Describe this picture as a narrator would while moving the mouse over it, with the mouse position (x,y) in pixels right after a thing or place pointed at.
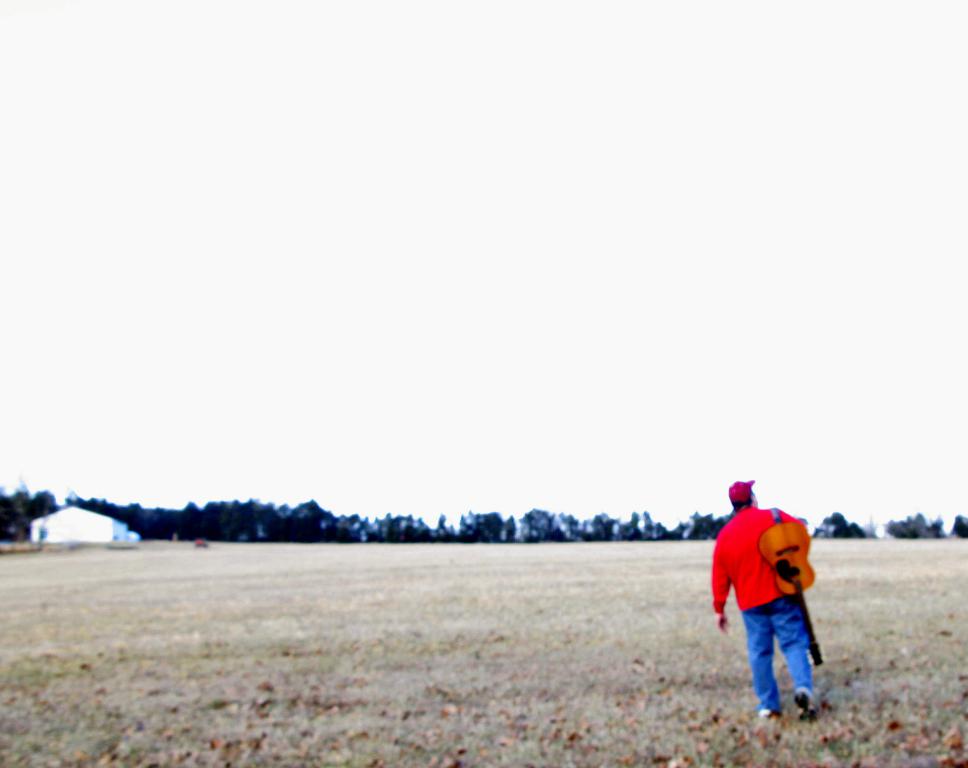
In this image we can see person (754,548) walking on the ground (796,730) holding a guitar (793,548). In the background (27,448) we can see trees (255,506), building (97,531) and sky (361,358).
